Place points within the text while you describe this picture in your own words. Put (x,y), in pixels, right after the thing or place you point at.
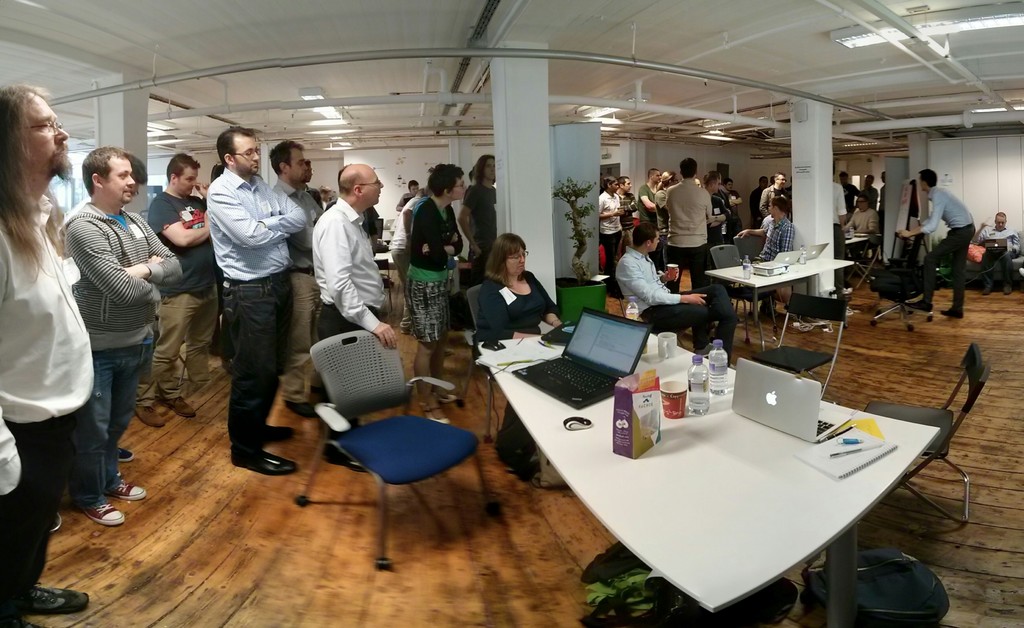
In the foreground of this image (633,538), on the table (676,464), there are laptops (634,363), cardboard box (653,407), paper glass (679,391), cup (665,337), two bottles (709,371), booklet (843,461) and markers (837,456) on it. there are chairs (951,419) around the table (911,453). In the background (652,187), there are person (414,222) standing, a plant (584,209), laptops (790,260) and bottles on a table (746,284), pillars (802,174), wall (957,158), lights (868,27) and the ceiling (641,39). On the right (982,236), there is a man (1013,233) sitting on a sofa (971,271).
